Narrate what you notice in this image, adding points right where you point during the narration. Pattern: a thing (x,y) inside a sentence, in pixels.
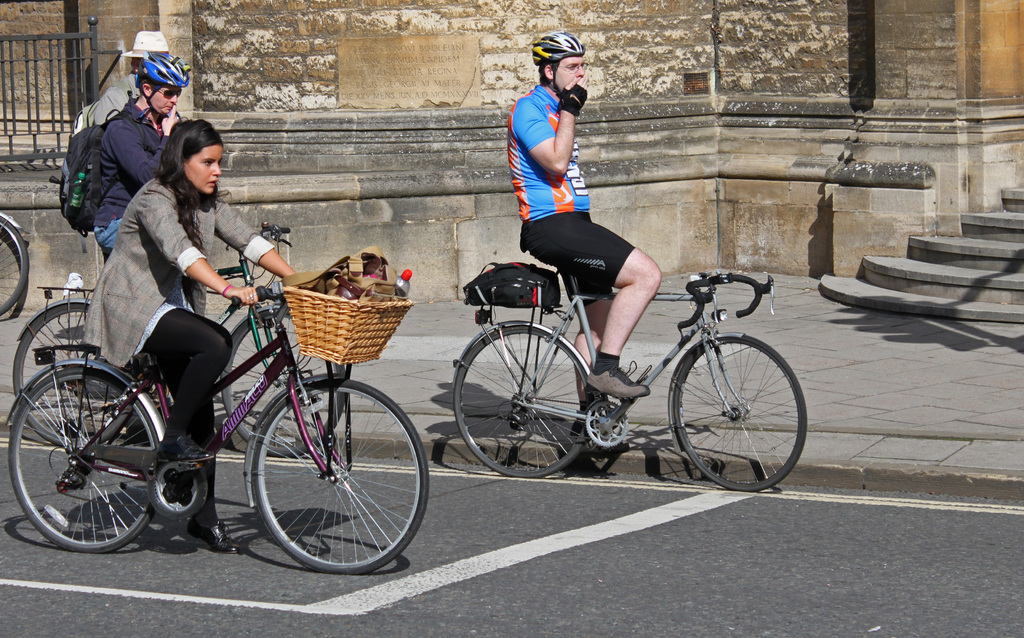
These three persons (169,220) are sitting on the bicycle (573,279) and holding bicycle (56,307), these two persons (553,163) are wear helmet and this person (134,77) standing. This is road (396,558). On the background (432,39) we can see wall (309,34), steps (995,237).
